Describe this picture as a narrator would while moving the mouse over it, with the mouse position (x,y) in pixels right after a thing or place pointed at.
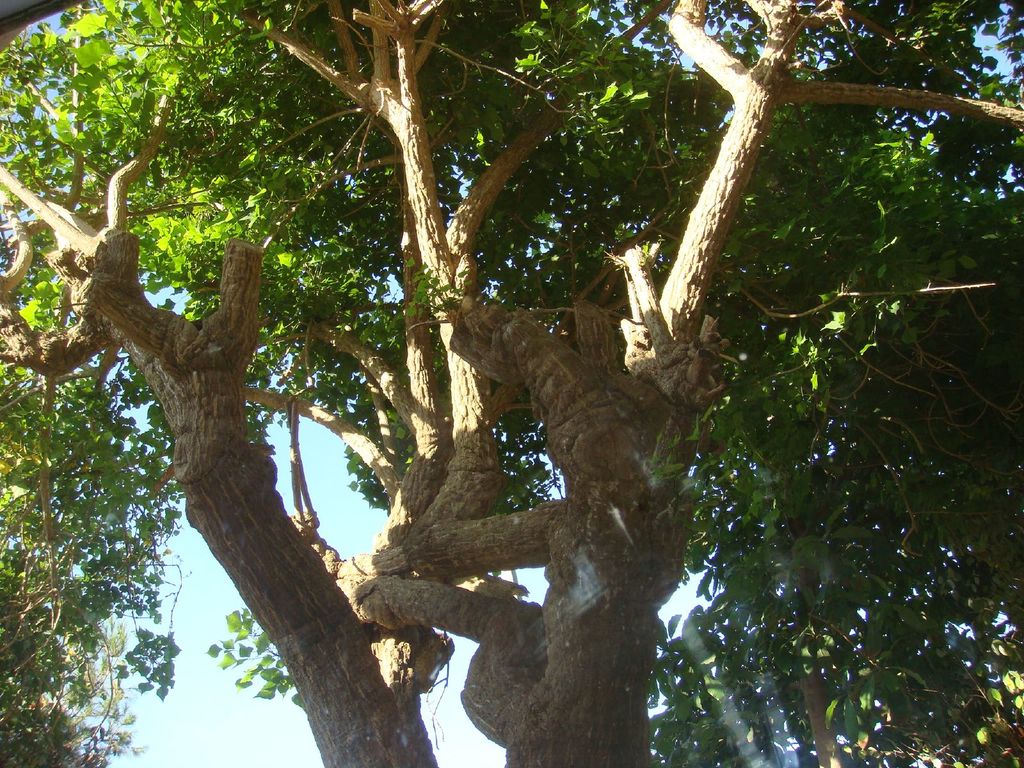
In this image we can see trees (810,237) and the sky (243,713) in the background (268,639).
